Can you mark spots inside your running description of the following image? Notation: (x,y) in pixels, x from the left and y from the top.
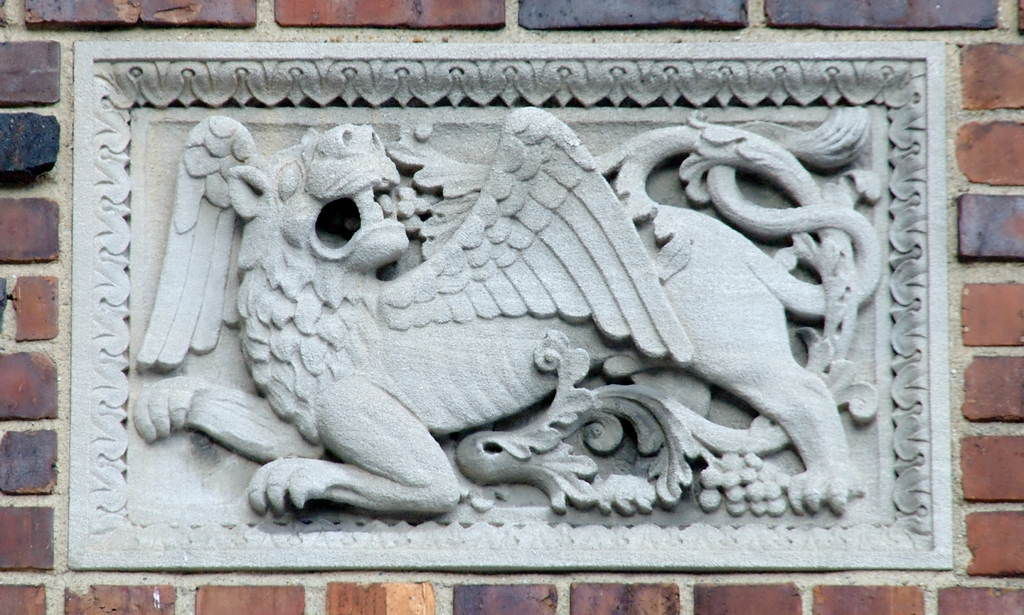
In the image we can see a wall (680,31), on the wall (22,54) there is a sculpture (875,300).
